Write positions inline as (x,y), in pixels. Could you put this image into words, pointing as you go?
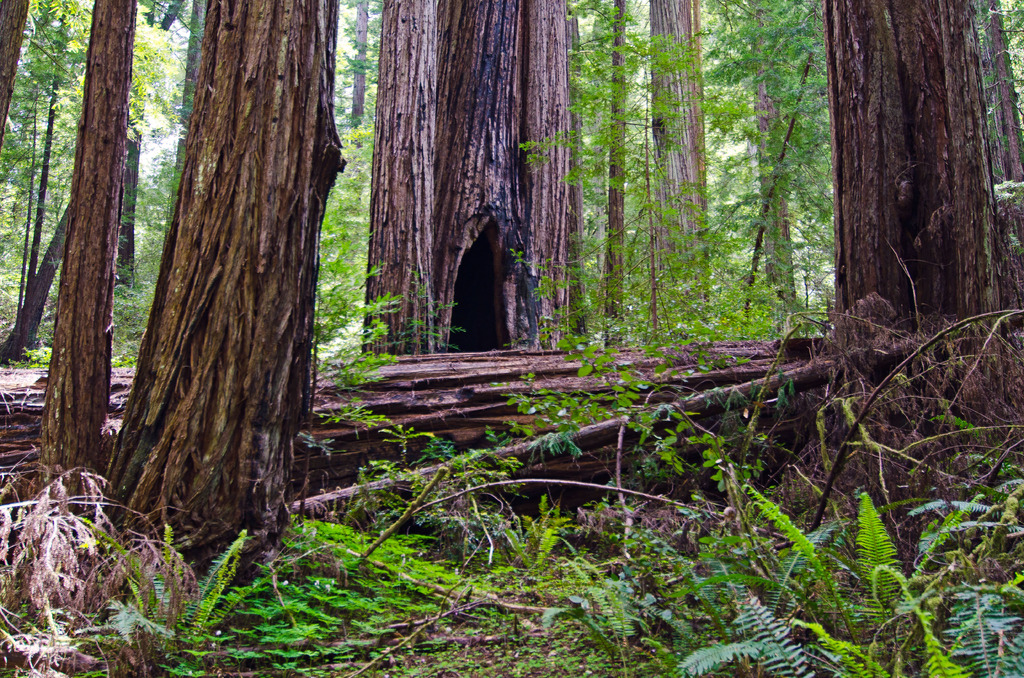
This picture might be taken in a forest (473,375), in this image there are a group of trees (289,373). At the bottom (703,553) there is grass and some plants (827,597).
